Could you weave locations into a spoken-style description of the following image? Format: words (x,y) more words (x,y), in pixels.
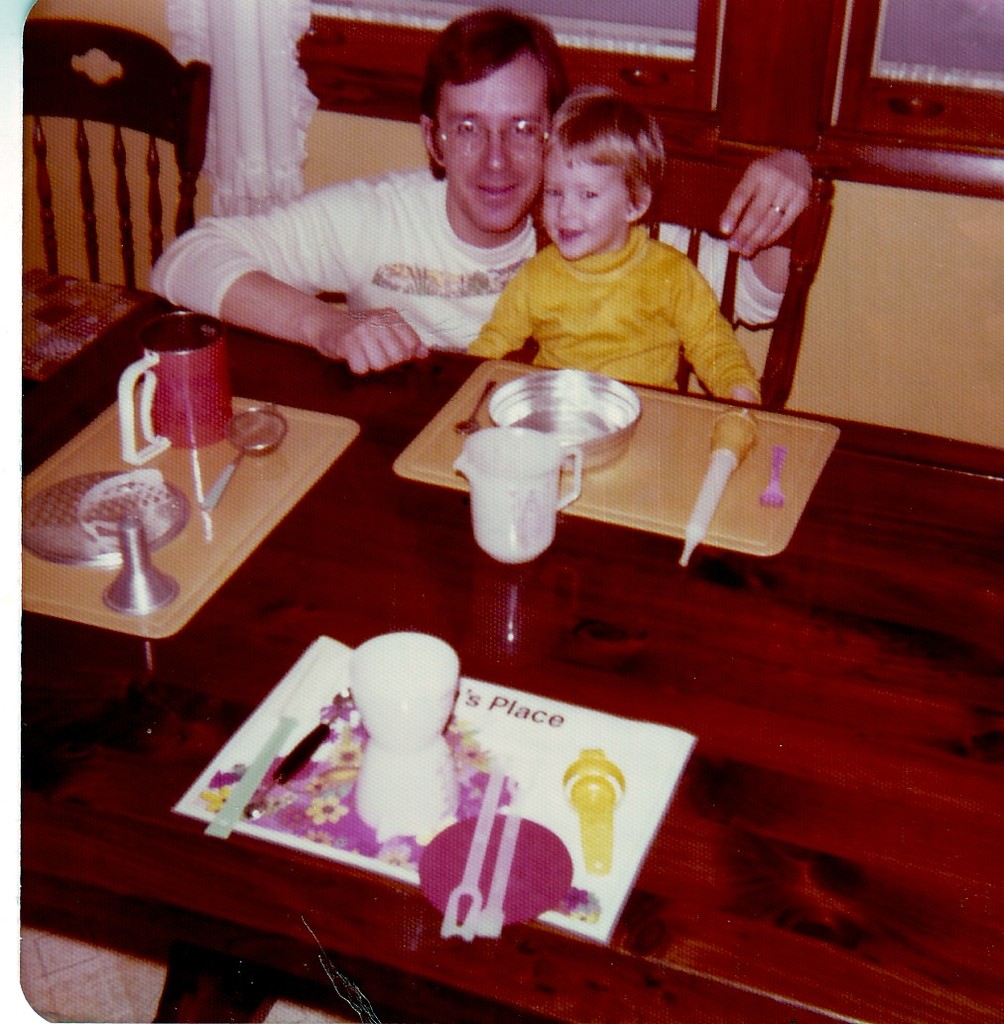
In this image, there are two persons (609,166) visible. One is sitting on the chair (718,207) and another is sitting beside this person (580,292) and both are smiling. In the middle of the image (424,385) and bottom, there is table (862,771) which is brown in color, on which tray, bowl (581,436), mug (528,524), sifter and knives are kept. In the background (766,150) I can see a window (667,0) on which white color curtain (260,88) is visible and a wall (401,157) which is light yellow in color. This picture is taken inside a room (80,109).
